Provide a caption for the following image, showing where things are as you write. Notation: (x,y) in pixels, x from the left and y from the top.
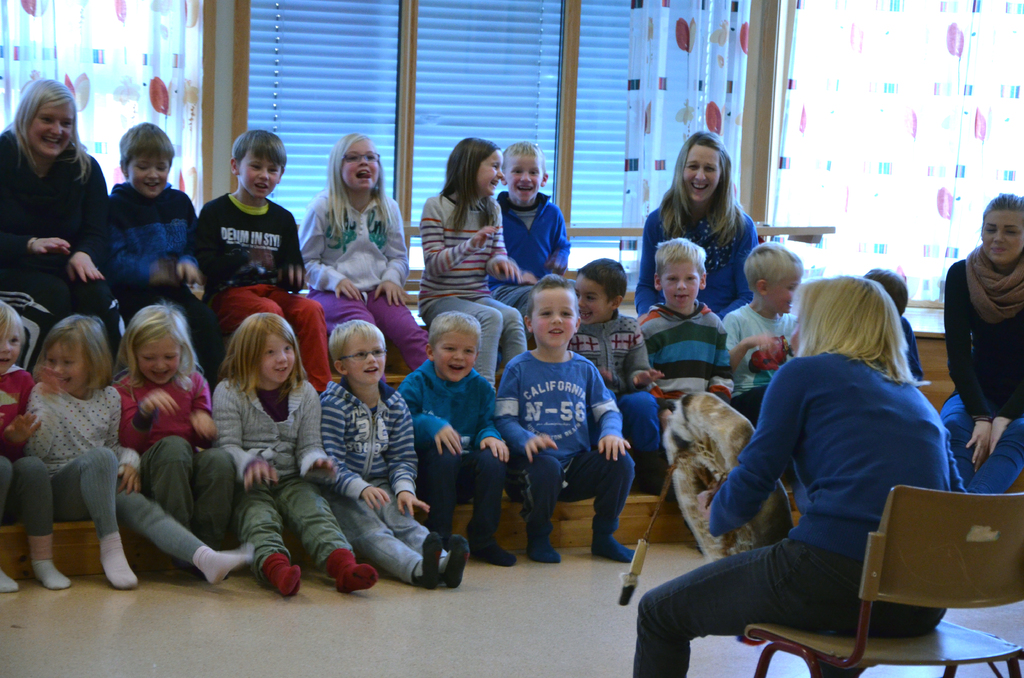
In this image there are group of people (590,498) sitting in the bench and in the back ground (665,95) there is curtain (634,107), window (466,64).
